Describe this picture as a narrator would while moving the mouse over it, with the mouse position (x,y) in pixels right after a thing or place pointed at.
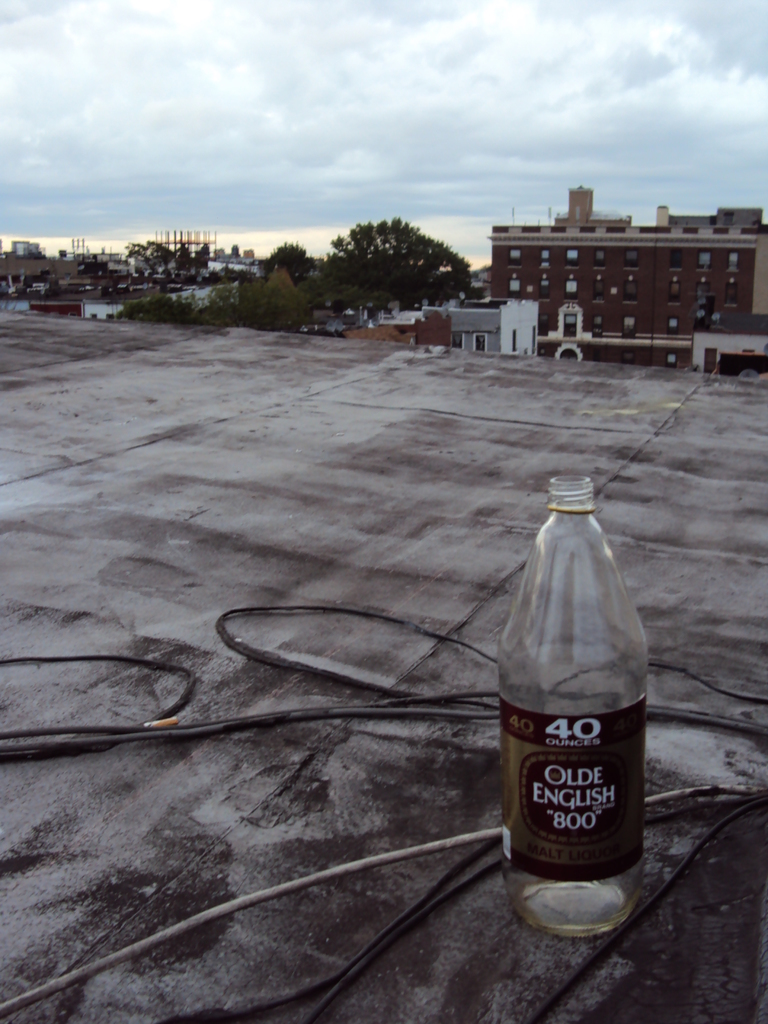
In this picture we can see sky (262,62) is cloudy, here are the trees (377,247), and right top side a building (576,268), and here is a wire (288,712) and a bottle (581,624).
